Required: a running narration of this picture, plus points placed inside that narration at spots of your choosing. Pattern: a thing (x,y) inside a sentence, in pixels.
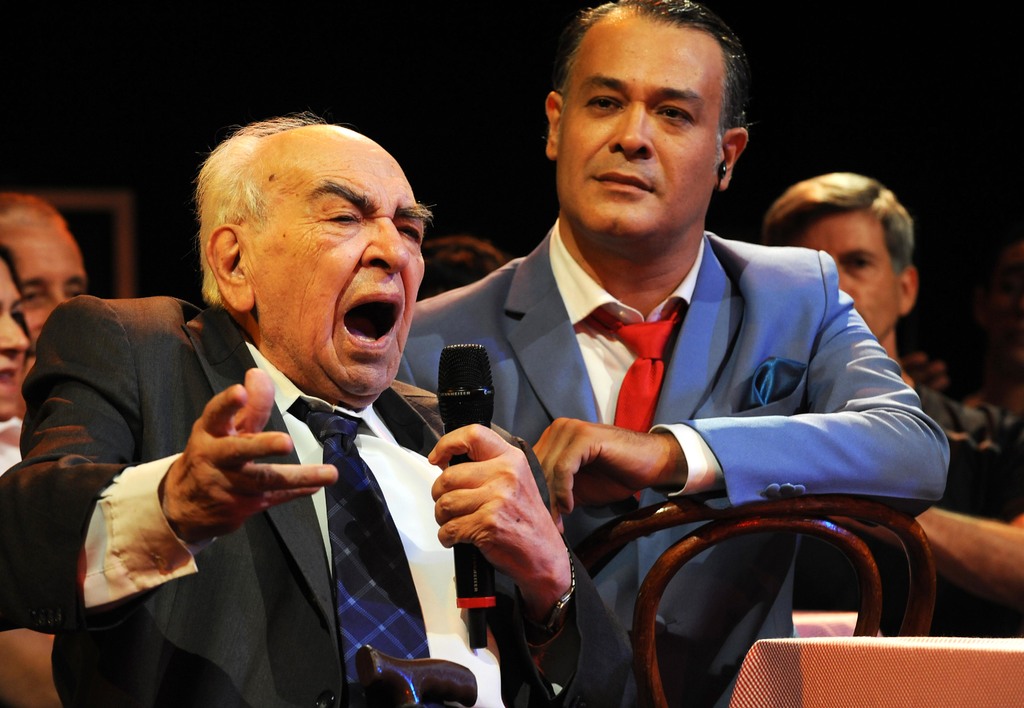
As we can see in the image there are few people (609,164) sitting over here. The man (360,355) in the front (389,453) is holding mike (452,397) in his hand (469,464).
